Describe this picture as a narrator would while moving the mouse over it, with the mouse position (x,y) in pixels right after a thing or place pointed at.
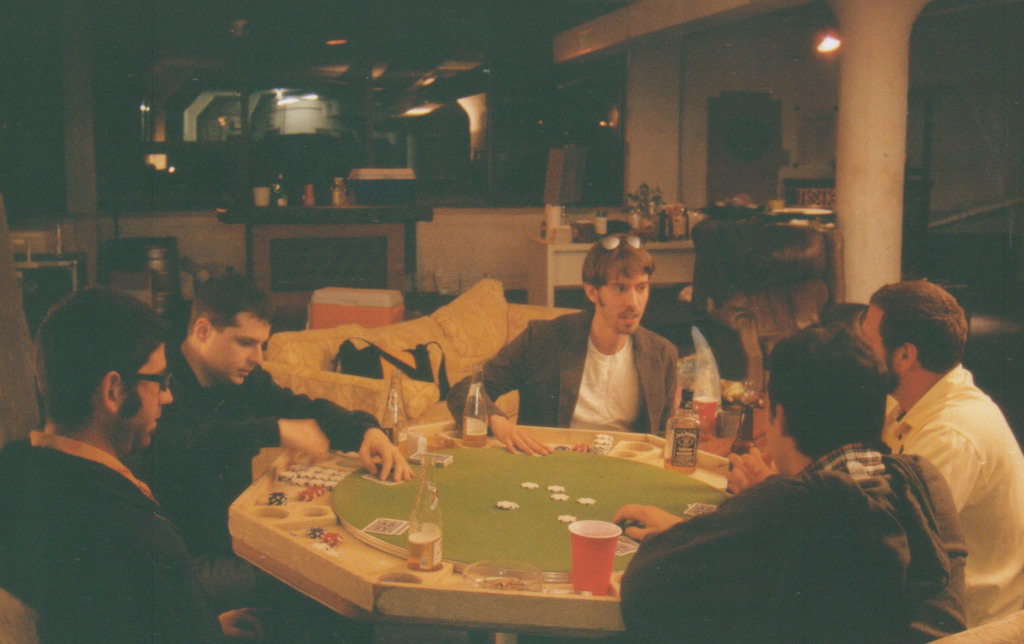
In the image we can see few persons (530,454) were sitting on the chair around the table (561,595). On table (468,465), we can see bottle (428,539), glass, coins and card (629,540). In the background (619,163) there is a wall (812,69), pillar (874,228), light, table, dustbin (134,279) etc.
